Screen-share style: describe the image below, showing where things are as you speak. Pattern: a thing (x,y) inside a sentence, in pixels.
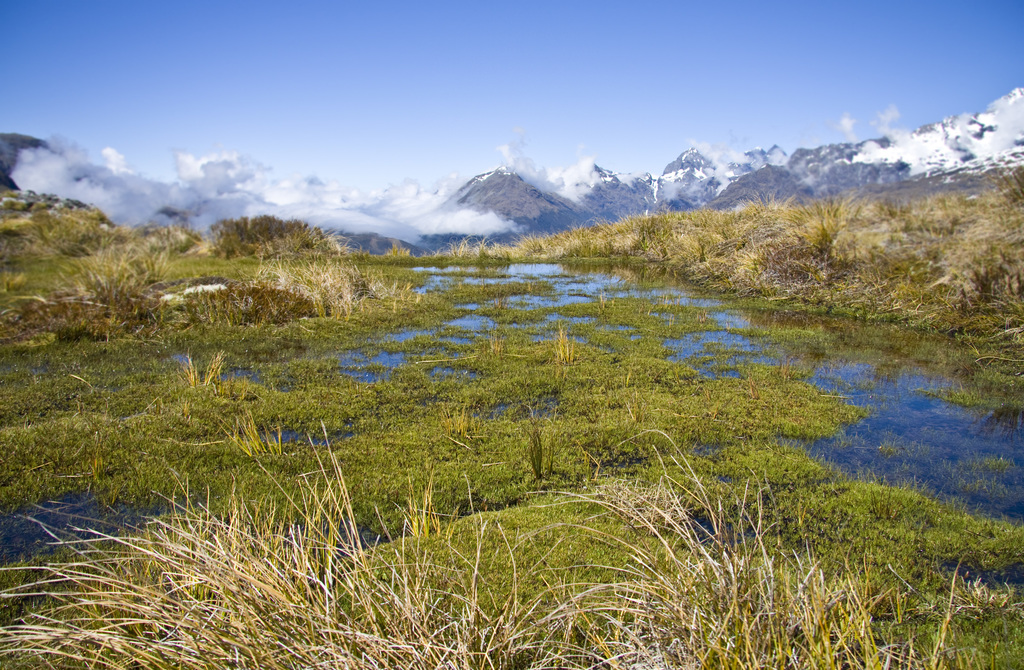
In this image, we can see the mountains (687,187), plants (582,246), grass (514,420), water (875,448). Top of the image (487,94), there is a sky (378,79).
